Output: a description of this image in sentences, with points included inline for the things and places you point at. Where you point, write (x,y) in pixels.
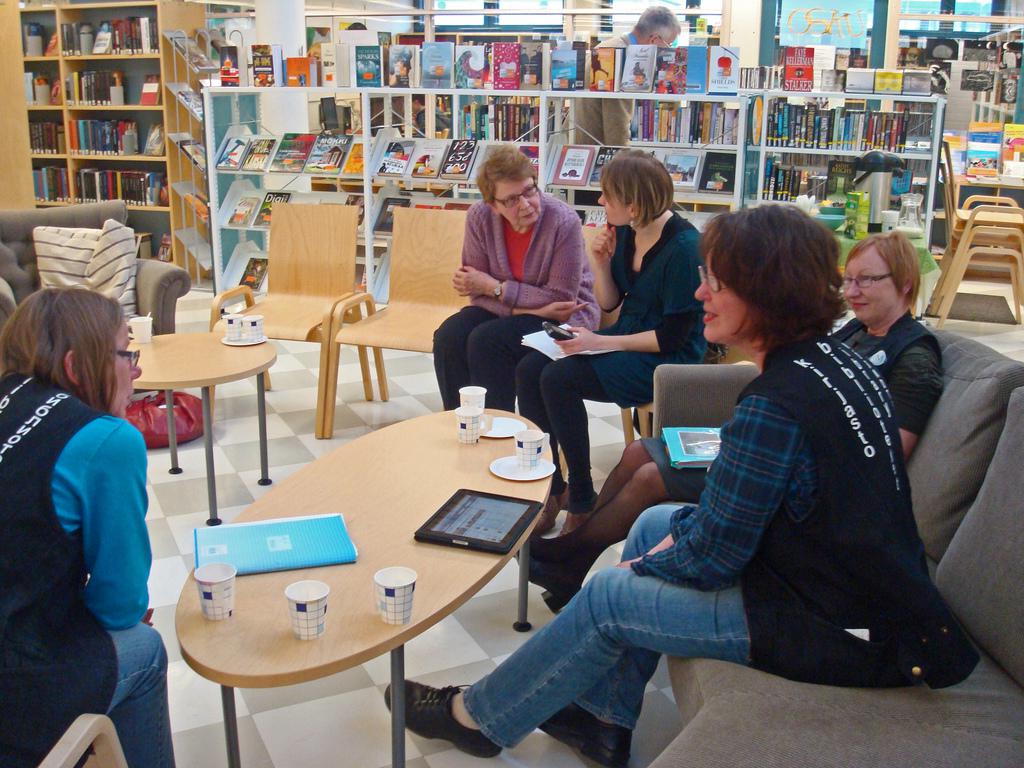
In this picture there are so many people (646,251) sitting on the table (512,447) with coffee glasses (317,612) on top of it. In the background (882,118) there are many books (355,147).
